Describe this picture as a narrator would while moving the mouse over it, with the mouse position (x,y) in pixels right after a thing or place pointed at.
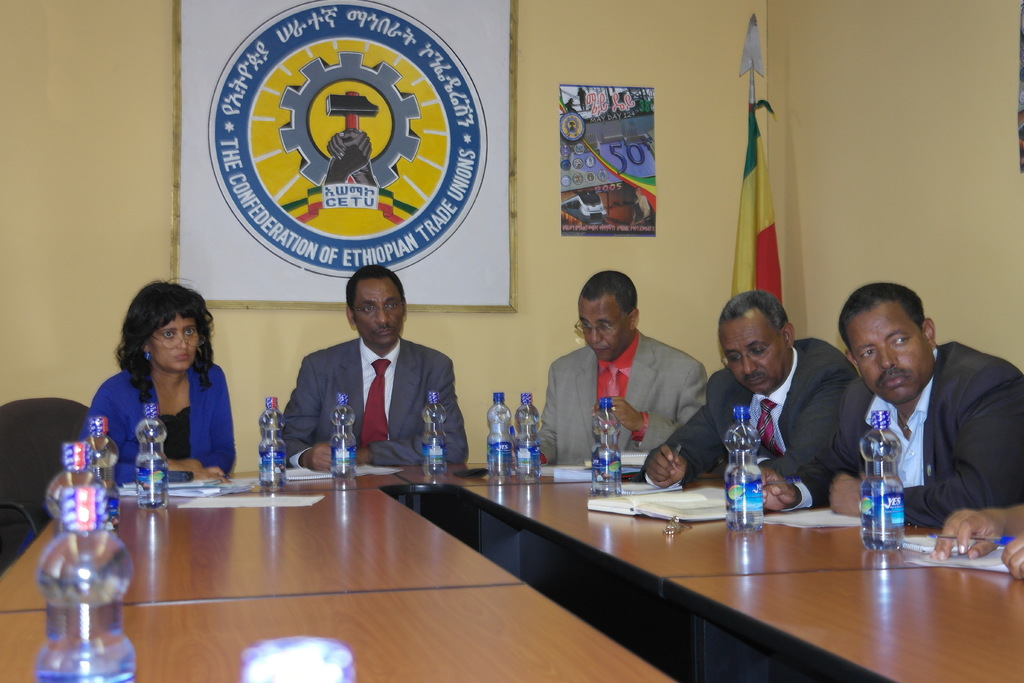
In this image we can see four men (345,386) and one woman (201,352) is sitting. In front of them table (578,599) is there, on table (570,583) bottles (513,457) and papers (245,499) are present. The men (445,395) are wearing suits (694,401) and the woman (172,410) is wearing blue color coat (131,404). Behind yellow color wall (803,162) is there and one white color frame (488,40) is attached to the wall (870,164). To the corner of the room (438,145) one flag (765,198) is there.
